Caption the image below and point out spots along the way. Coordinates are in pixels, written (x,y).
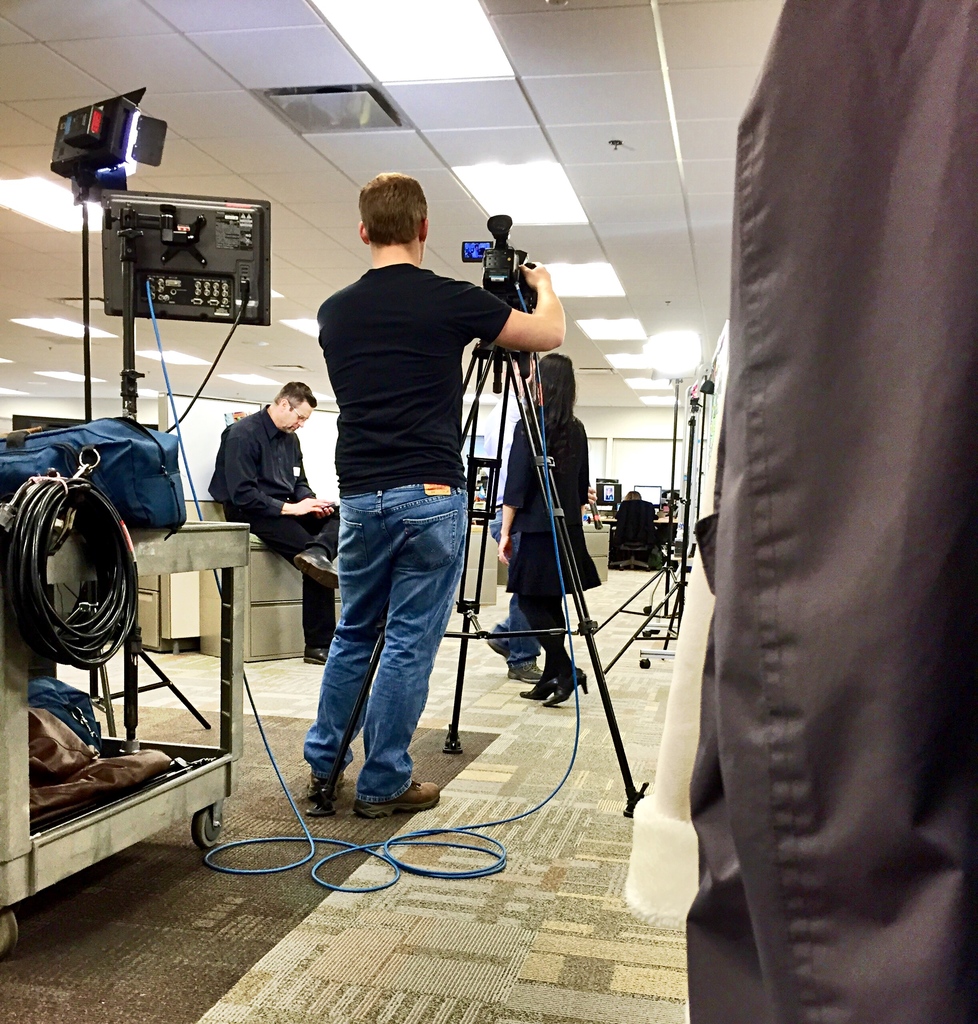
In the picture we can see an office floor (651,788), on it we can see a person (354,663) holding a camera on the tripod (564,551) and in front of him we can see a woman (544,570) standing and besides, we can see a person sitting on the bench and behind the man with the camera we can see a table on it we can see a camera light (87,406) with some wires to it, and to the ceiling (593,232) we can see flood lights (423,8).
